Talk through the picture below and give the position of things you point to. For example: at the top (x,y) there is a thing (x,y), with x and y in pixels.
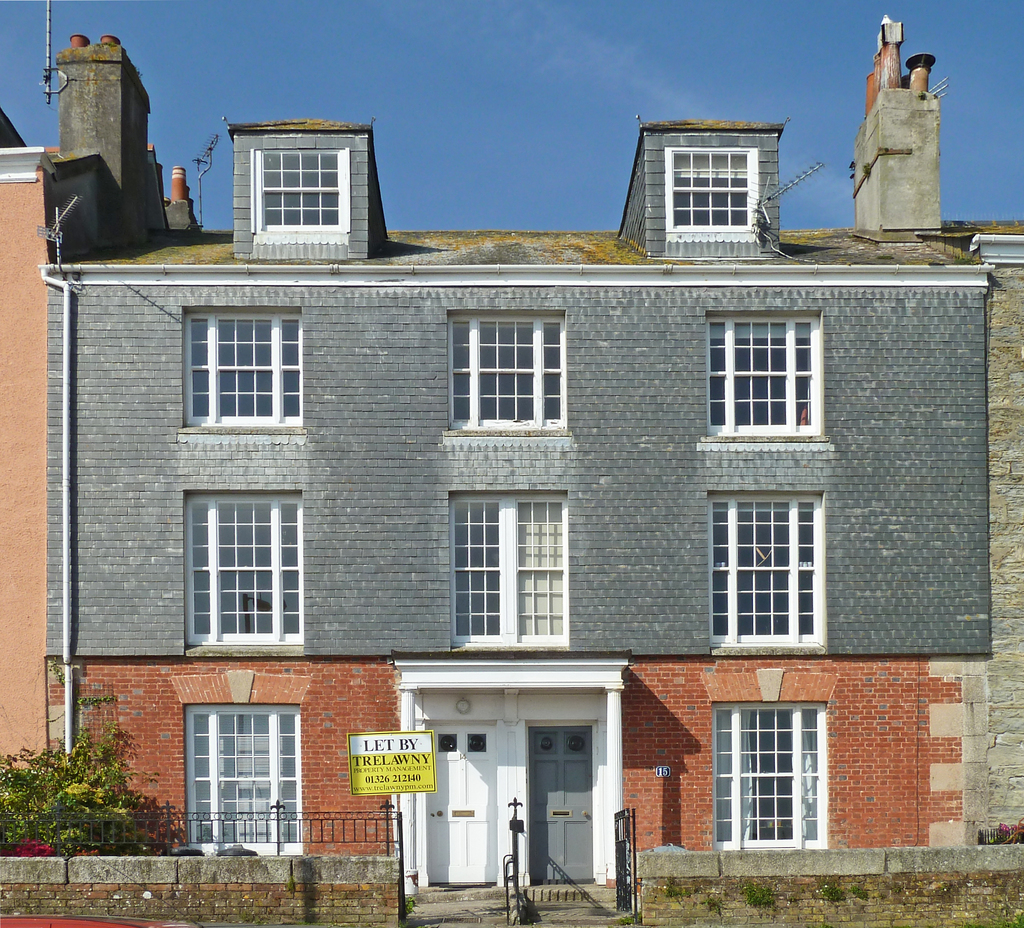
In this image there is a building (643,597) and in front of the building (480,815) there is a gate (629,817). Beside the gate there is a sign board (396,779). In front of the building (139,741) there are trees (74,807). At the background (425,131) there is sky (456,81).
